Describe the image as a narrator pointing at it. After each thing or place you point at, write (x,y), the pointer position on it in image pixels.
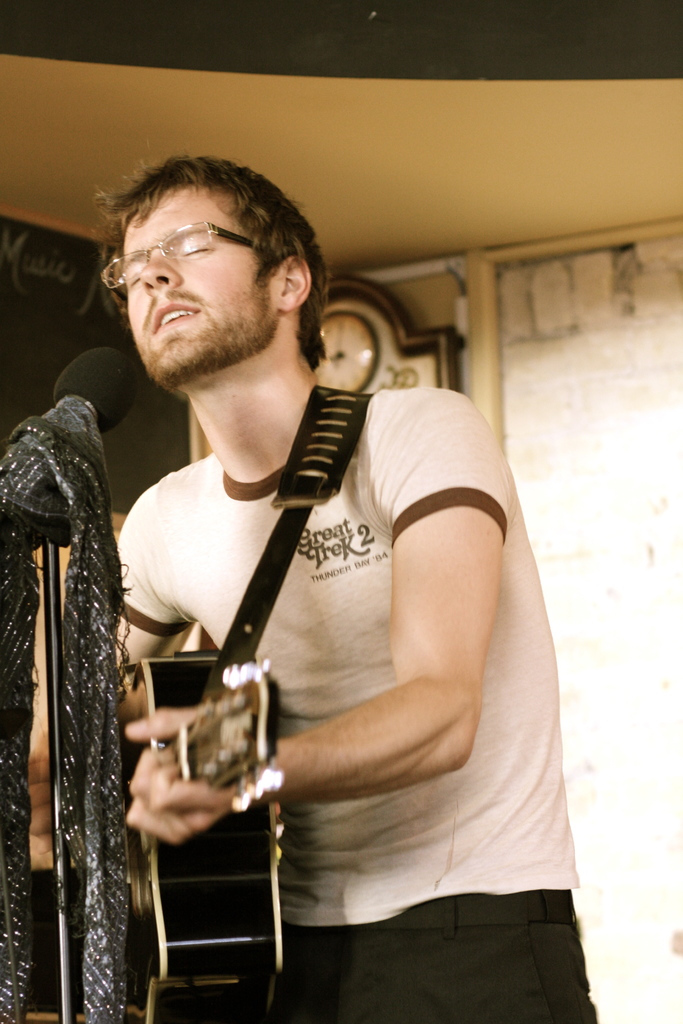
In this picture we can see a person (450,642), he is playing a guitar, here we can see a mic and in the background (593,680) we can see a clock (343,329), wall (635,610).
